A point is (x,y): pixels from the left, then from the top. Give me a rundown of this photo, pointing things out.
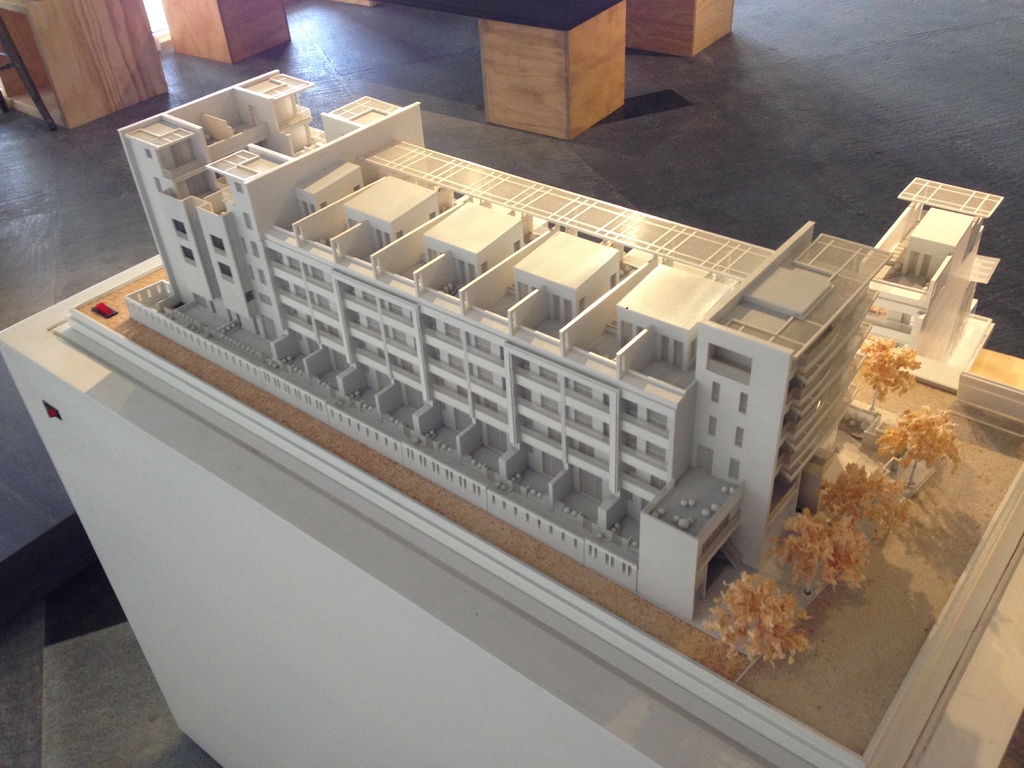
In this picture we can see one building plan (504,457) is placed on the table (269,475).
